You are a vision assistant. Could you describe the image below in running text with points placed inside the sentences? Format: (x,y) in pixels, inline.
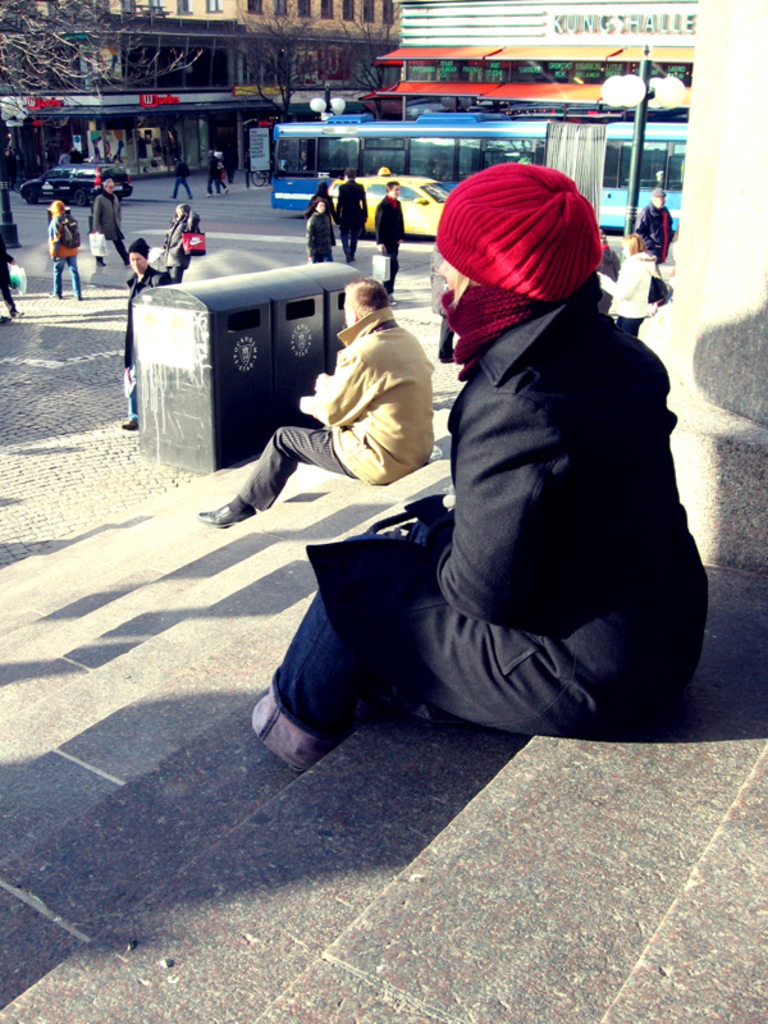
In the foreground (682,494) I can see two persons (645,403) are sitting on the steps (411,757). In the background (257,236) I can see a crowd (313,227) and vehicles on the road (192,188). At the top (198,75) I can see buildings (188,29) and trees (105,69). This image is taken during a sunny day.
